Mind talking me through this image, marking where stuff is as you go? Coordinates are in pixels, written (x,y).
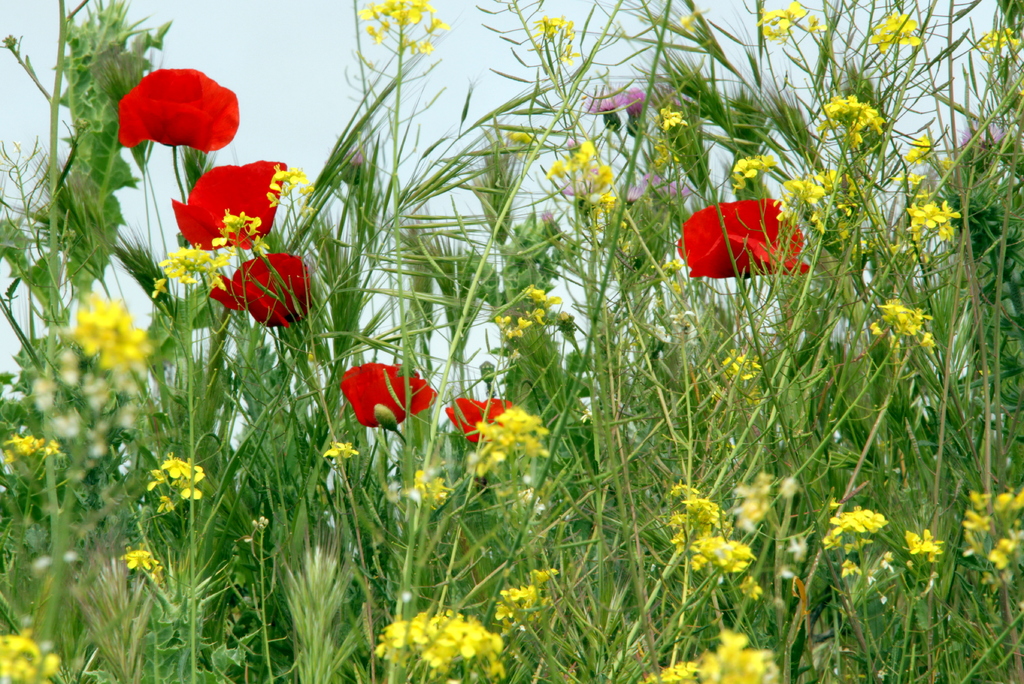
In this image I can see number of flowers (303,277) in the front (625,109) and in the background (229,56) I can see the sky (440,76).
